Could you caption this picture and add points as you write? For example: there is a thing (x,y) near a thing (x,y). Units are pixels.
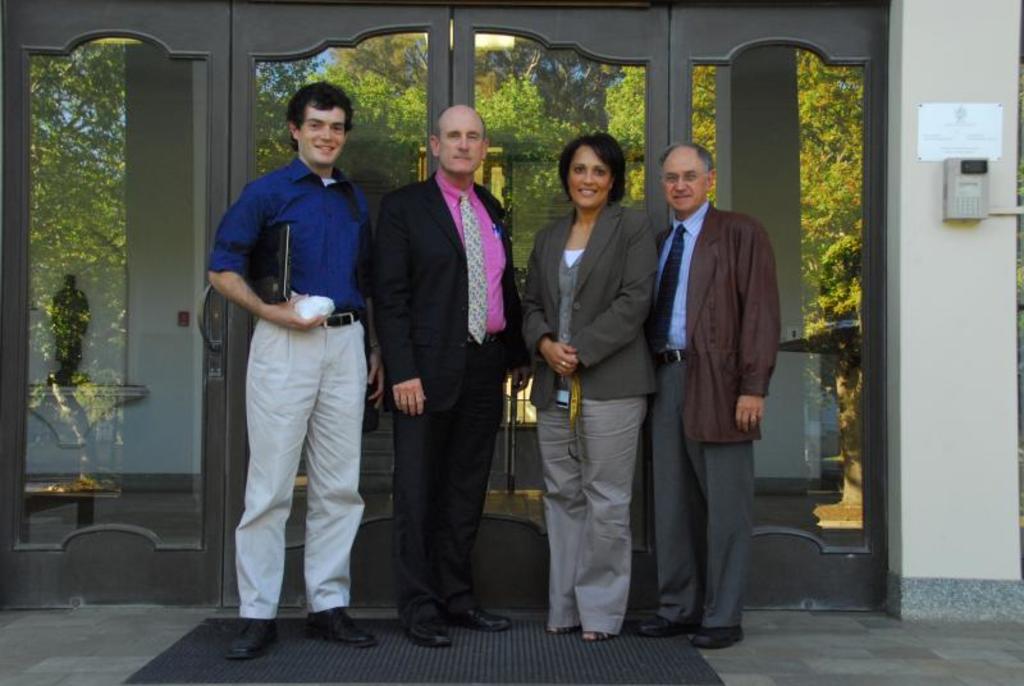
In this image there are a few people (459,370) standing with a smile on their face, one of them is holding an object (318,309) and a file (275,302), behind them there is a door (386,141) of a building (940,214) and there is an object (948,165) and a board (948,141) is hanging on the wall (955,347). At the bottom of the image (511,630) there is a mat (528,645) on the surface (745,652).
